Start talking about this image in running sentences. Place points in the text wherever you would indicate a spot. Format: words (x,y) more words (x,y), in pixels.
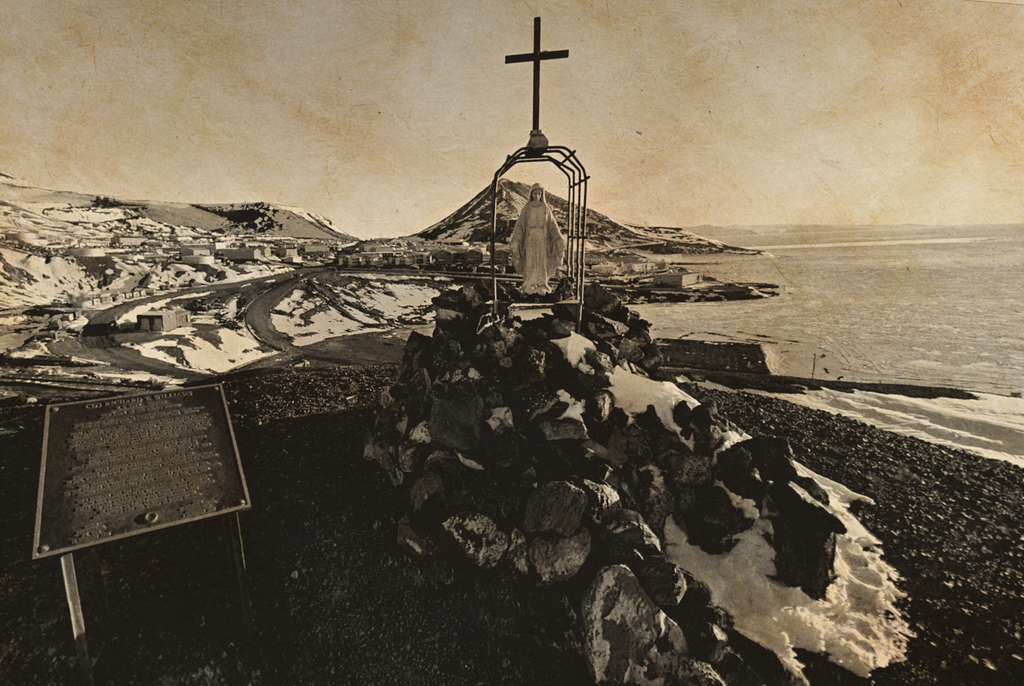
In the picture I can see statue (537,275) which is in cage (539,153) and top of it there is holy cross symbol (536,49) and in the background of the picture (839,276) there are some houses (382,245), water (819,267) and top of the picture (443,93) there is clear sky (440,93).
